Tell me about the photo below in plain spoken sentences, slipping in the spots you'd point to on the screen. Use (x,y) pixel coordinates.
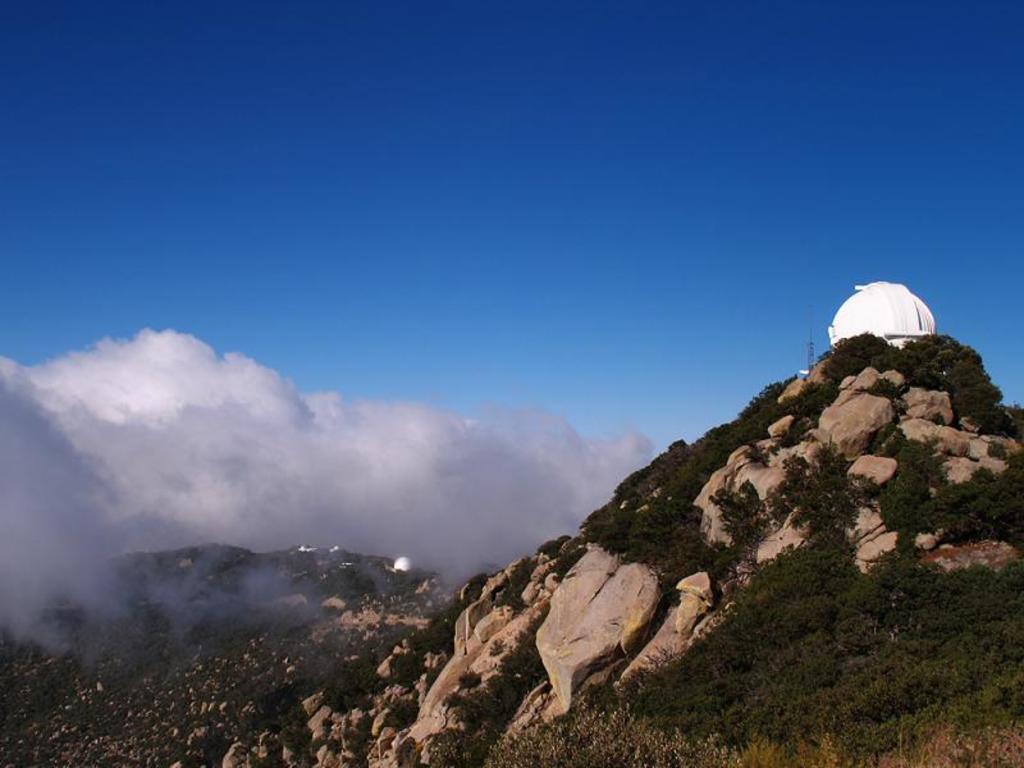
In this image there are trees (260,646) on the rocky mountains (611,602), on the top of the mountain (519,627) there is a structure (863,331). In the sky (792,347) there are clouds (344,434).
